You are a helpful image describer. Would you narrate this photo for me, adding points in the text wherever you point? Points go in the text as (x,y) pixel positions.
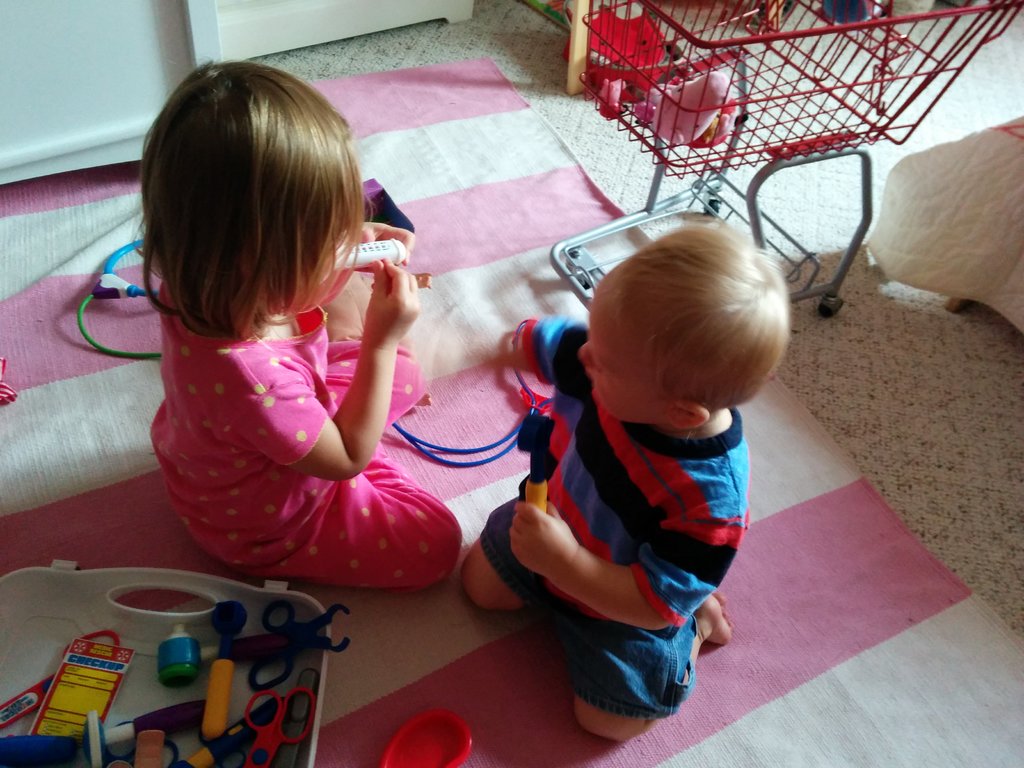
In this picture there are kids (632,511) sitting in the center (353,407) and on the right side (811,104) there is a trolley (795,122) and there is an object (943,184) which is white in colour. At the bottom left of the image (202,672) there is a tray (241,688) and on the tray (241,688) there are objects (176,684) and on the ground (781,609) there is a mat (851,635) and on the mat (148,325) there is a wire (466,464) and there is an object (432,753) which is red in colour.
